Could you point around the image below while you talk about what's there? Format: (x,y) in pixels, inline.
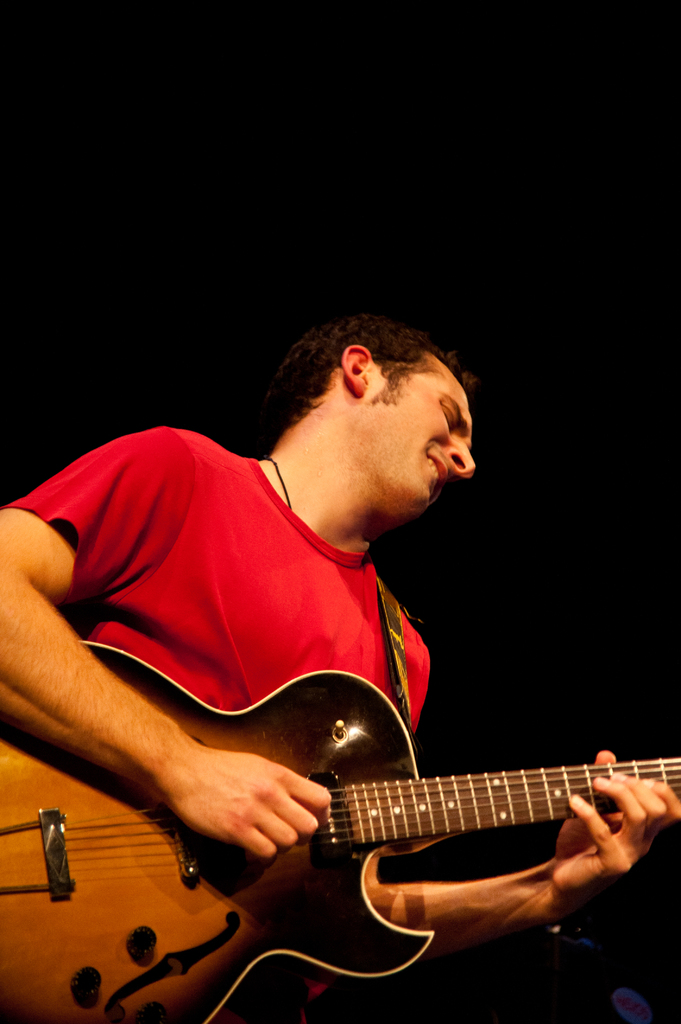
Background (623,289) is dark. We can see one person (248,582) wearing red colour t shirt (238,611) standing and playing guitar (344,832).
